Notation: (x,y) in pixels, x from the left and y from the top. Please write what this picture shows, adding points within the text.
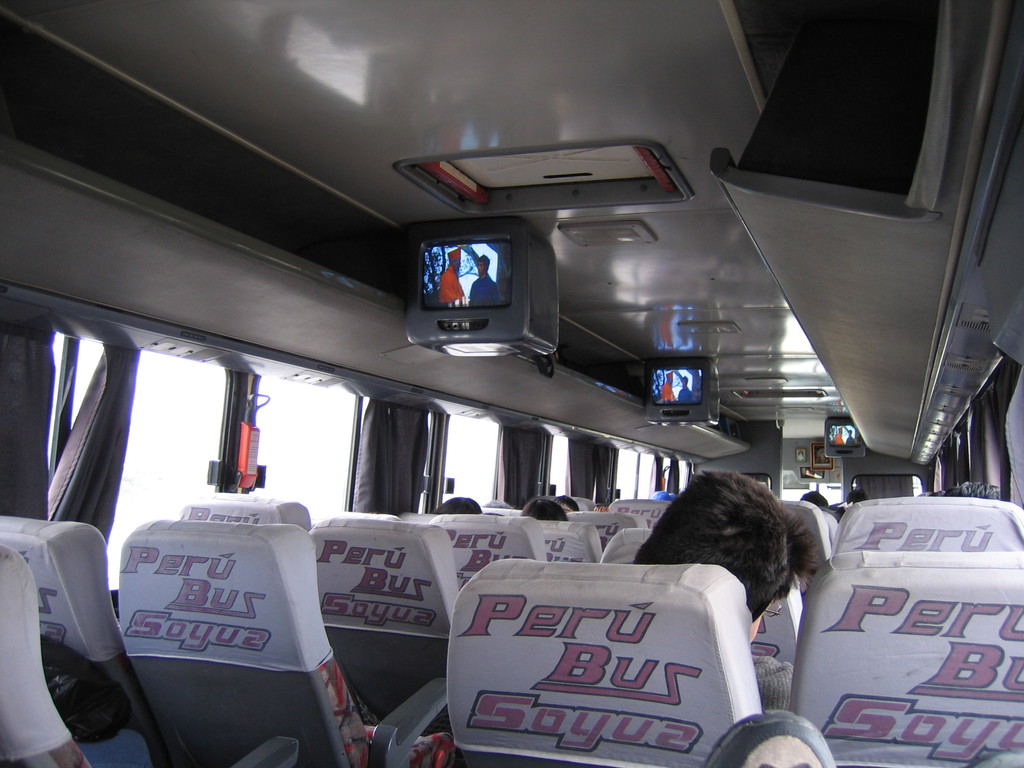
In this image we can see persons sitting on the seats (584,590) of a motor vehicle (490,398), display screens (547,336) and curtains (419,412) to the windows (463,430).
